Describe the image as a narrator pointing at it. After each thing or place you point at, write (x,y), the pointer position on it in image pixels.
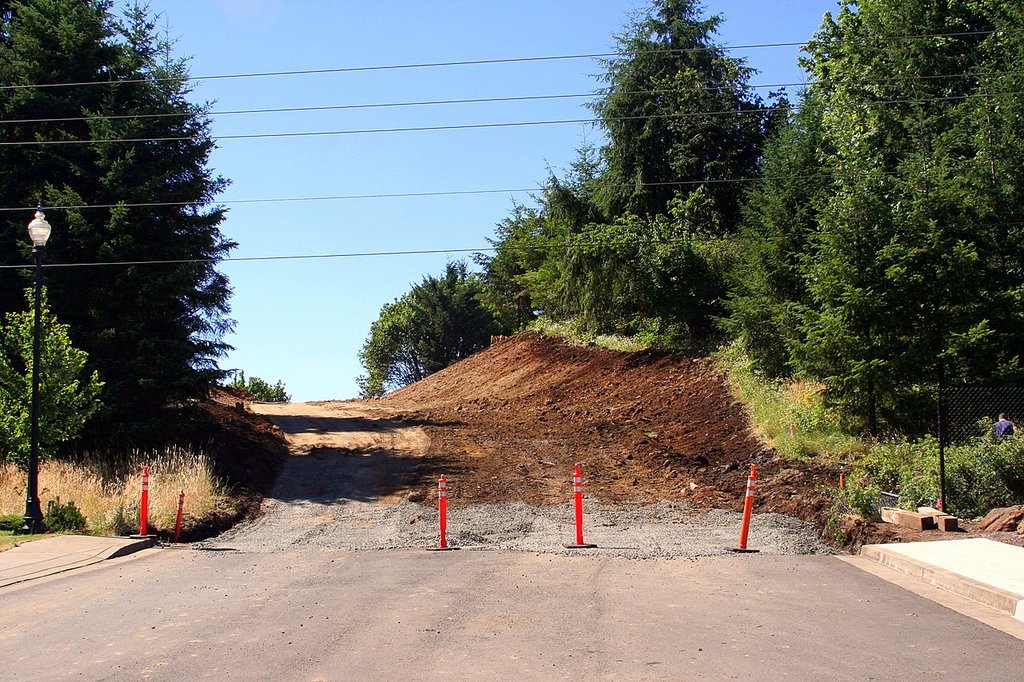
In this picture I can see lane poles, there is fence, there is light (36,255), there are trees (168,422), and in the background (383,116) there is the sky (383,116).
